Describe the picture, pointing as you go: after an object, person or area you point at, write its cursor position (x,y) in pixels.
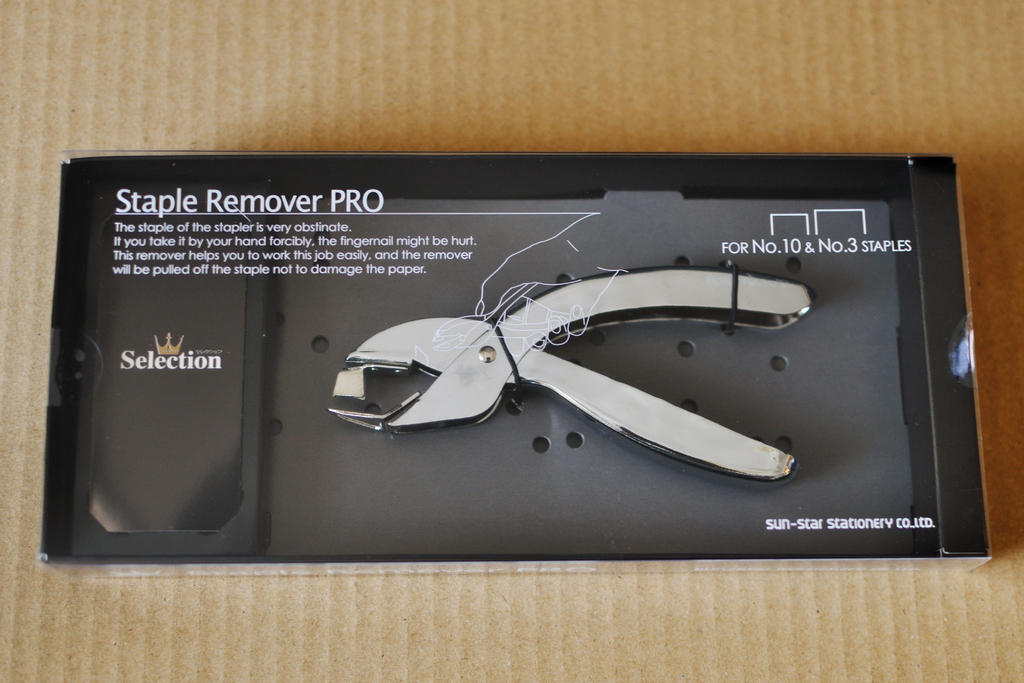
In this image, we can see a staple remover (538,386) in a black color box (835,397) and we can see some text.
